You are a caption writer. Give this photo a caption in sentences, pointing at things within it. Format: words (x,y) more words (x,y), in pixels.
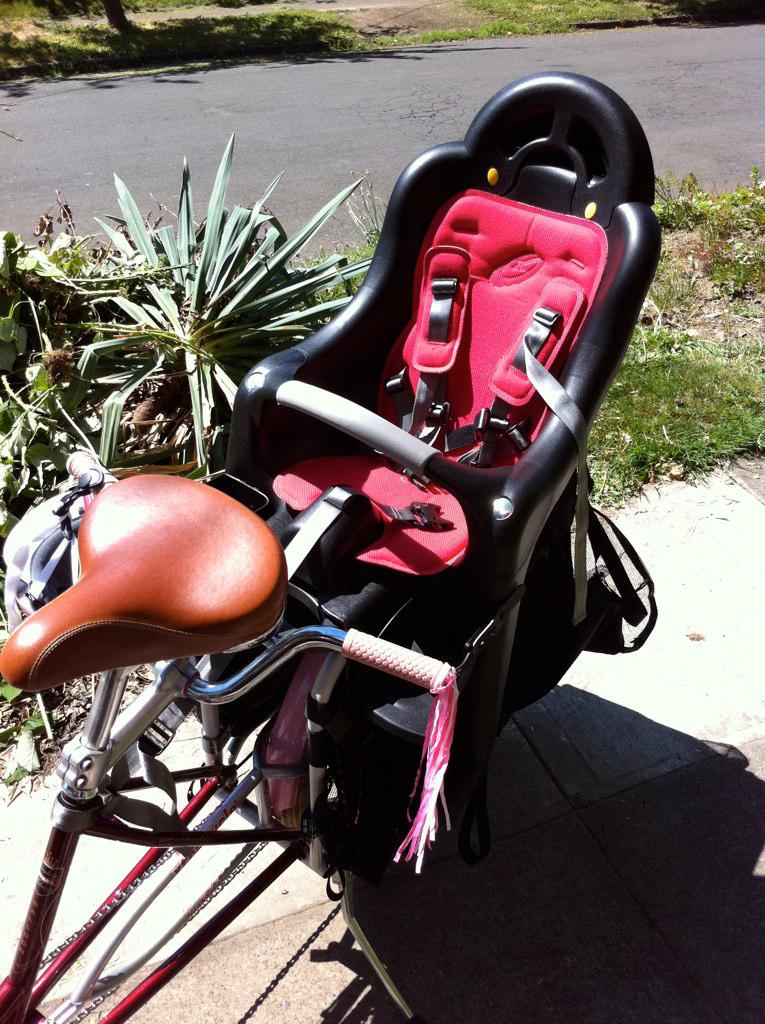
In this picture there is a black and pink color seat (504,410) placed on the bicycle (264,545). Behind there are some small plants (208,278) and road (281,128).
